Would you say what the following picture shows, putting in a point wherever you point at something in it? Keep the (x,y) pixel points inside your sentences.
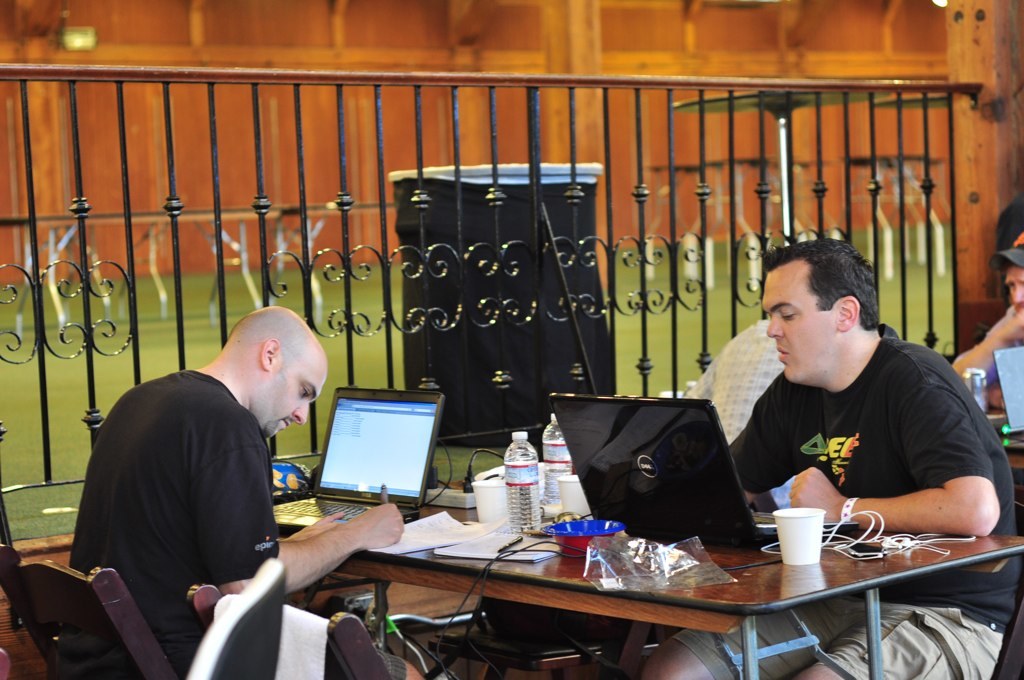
These two persons (898,435) are sitting on a chair (198,593). In-front of them there is a table (790,570). On this table (774,579) there are laptops (658,480), bottles (523,469), mobile (860,549), bowl (607,534), book (526,537), cups (814,543) and cables (908,540). This person (399,534) is writing on a paper (416,544). Beside this people (792,464) there is a fence (384,235) in black color.
